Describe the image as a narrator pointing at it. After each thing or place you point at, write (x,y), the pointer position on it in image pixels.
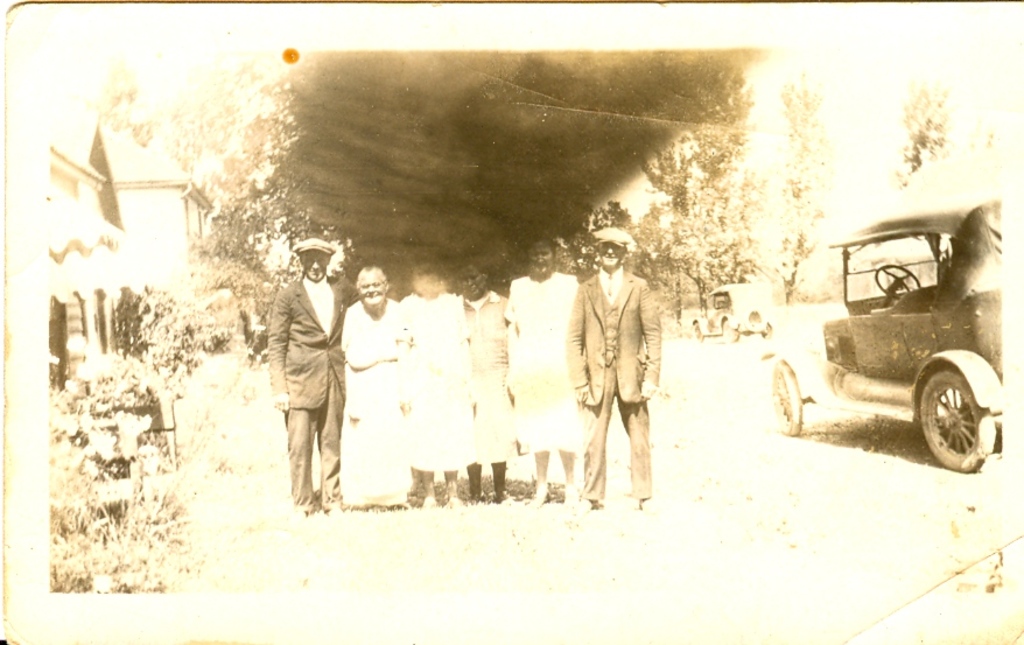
In this image we can see an old picture, there are vehicle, people (507,310), plants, a house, and some trees (351,264) in the picture.
